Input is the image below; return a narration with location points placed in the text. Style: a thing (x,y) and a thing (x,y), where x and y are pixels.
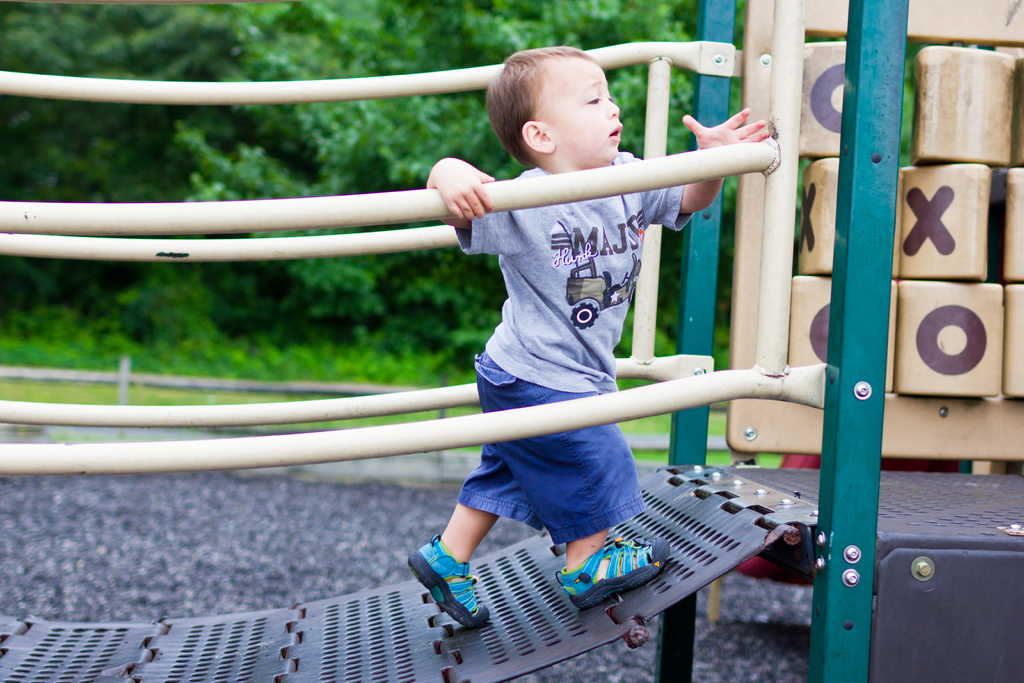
In this picture there is a boy (538,325) walking and we can see rods (275,447), poles (862,489) and objects (932,190). In the background of the image (438,113) it is greenery (308,46).
